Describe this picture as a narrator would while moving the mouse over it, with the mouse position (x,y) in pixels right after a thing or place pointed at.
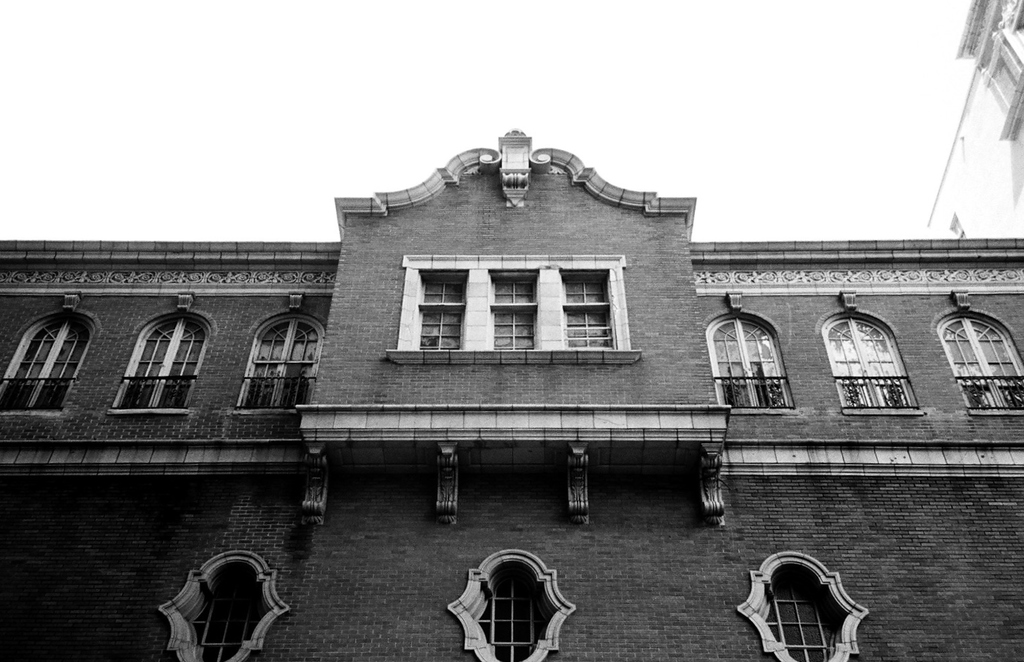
In this image there is a building (410,356) with windows (522,577), beside it there is a white color building (954,163).
